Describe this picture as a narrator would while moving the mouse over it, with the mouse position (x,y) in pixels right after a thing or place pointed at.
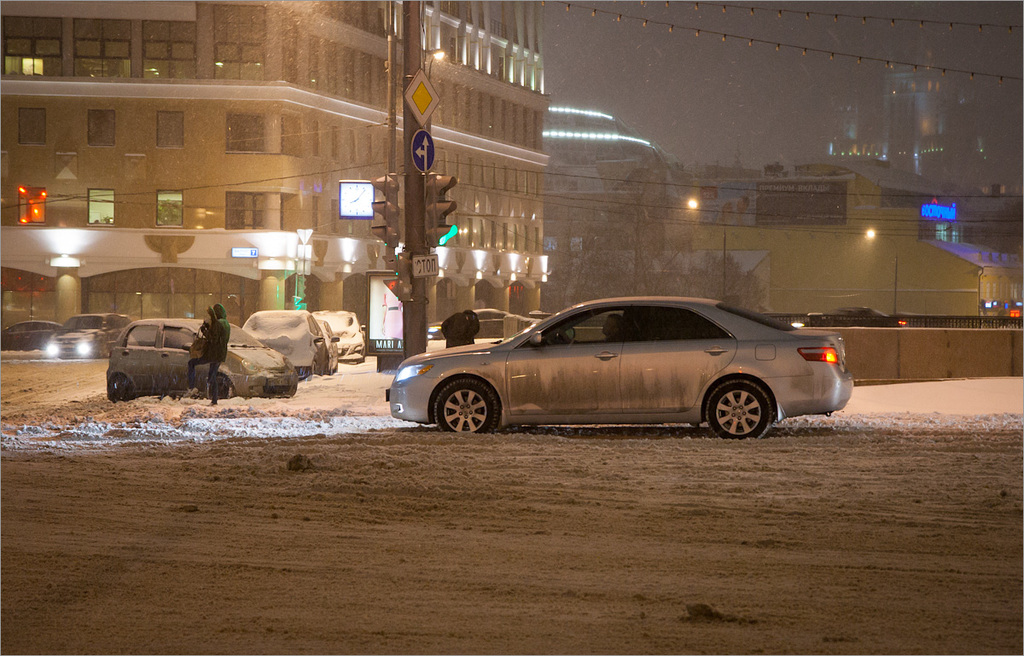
In this image, I can see a person (213,341) standing. These are the cars (183,327), which are covered with the snow (324,331). I can see a signboard (423,147) and a traffic signal (389,176) attached to the pole (412,116). This is the building (122,153) with windows (178,195) and pillars (277,288). This looks like a wall clock (369,188).
